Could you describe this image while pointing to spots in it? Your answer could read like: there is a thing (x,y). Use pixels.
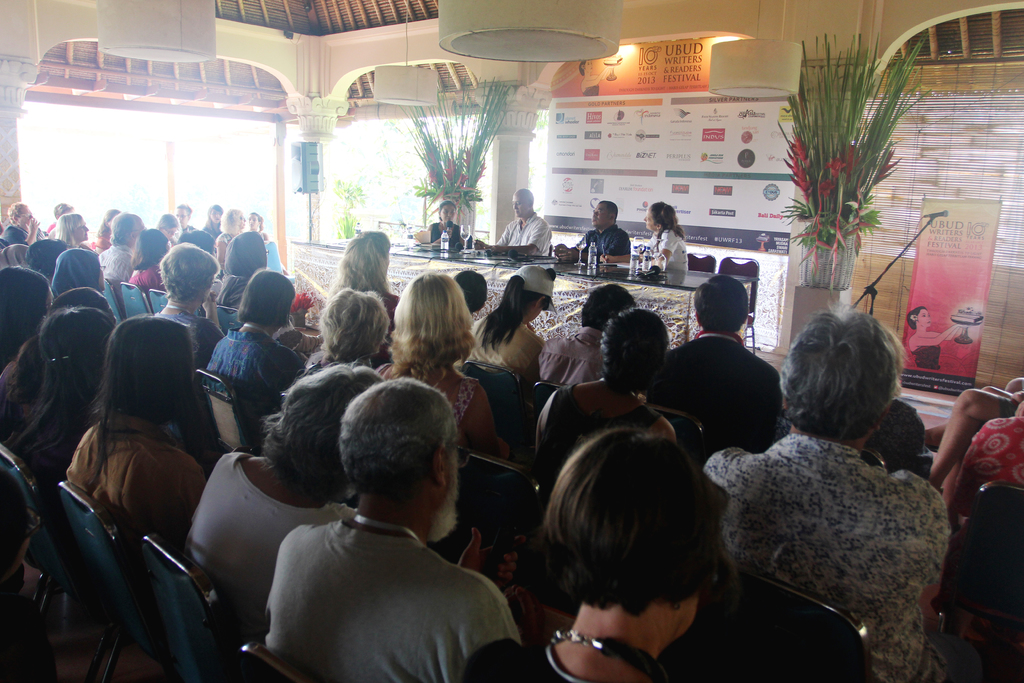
In this image there are people (361,501) sitting on chairs (171,635) in the foreground (686,622). There is a poster (912,322) and a window blind (911,233) in the right corner (976,343). There are chairs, people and table (653,291) with glasses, potted plants (882,146), a poster (587,230) in the background (637,221). And there is roof (373,85) at the top (436,68).
